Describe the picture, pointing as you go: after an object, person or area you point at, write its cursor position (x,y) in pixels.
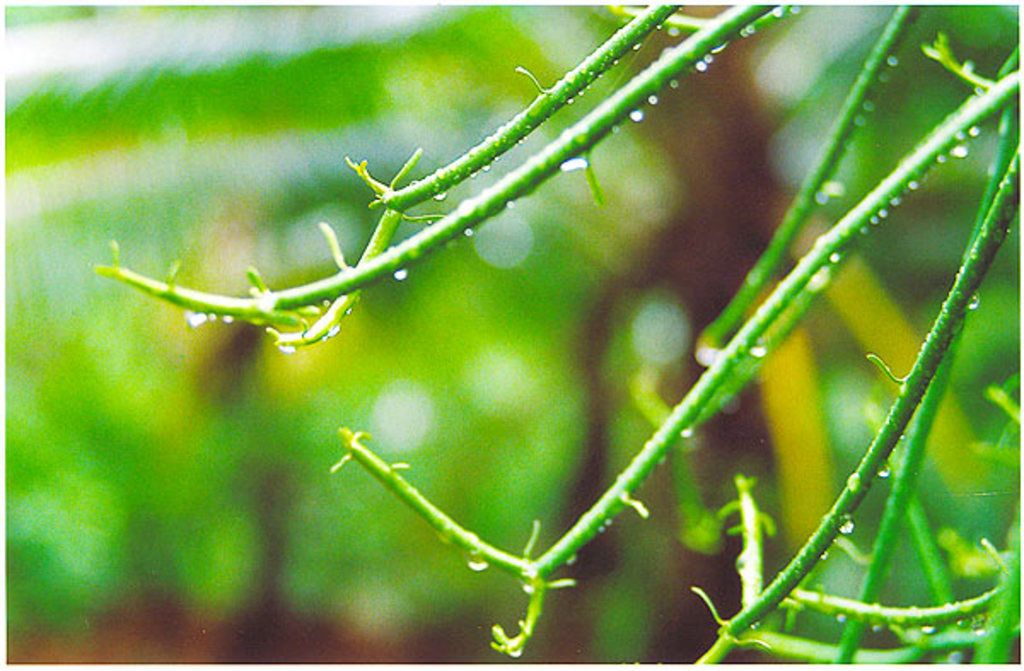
In this image we can see there are few water drops (697,66) on the stems (423,248) of a plant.
